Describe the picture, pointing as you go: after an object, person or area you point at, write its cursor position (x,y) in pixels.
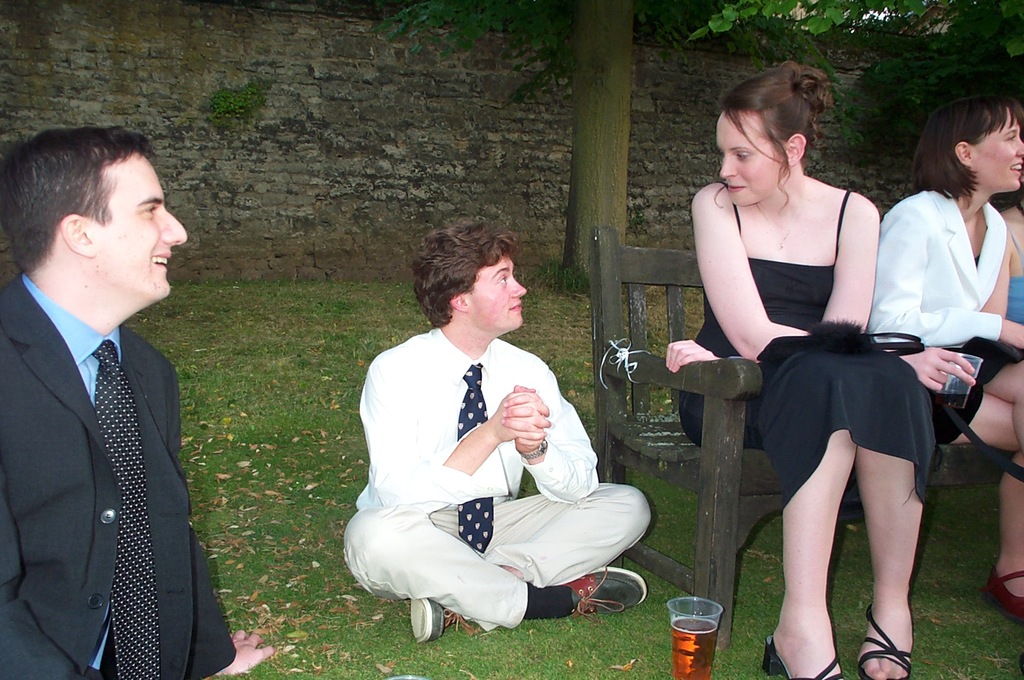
In this image we can see a few people (452,459) sitting on the ground (268,536) and a few people (854,316) sitting on the bench (750,475) and holding a glass (944,388). In the background (608,191), we can see the trees (609,162) and the wall (471,84).
